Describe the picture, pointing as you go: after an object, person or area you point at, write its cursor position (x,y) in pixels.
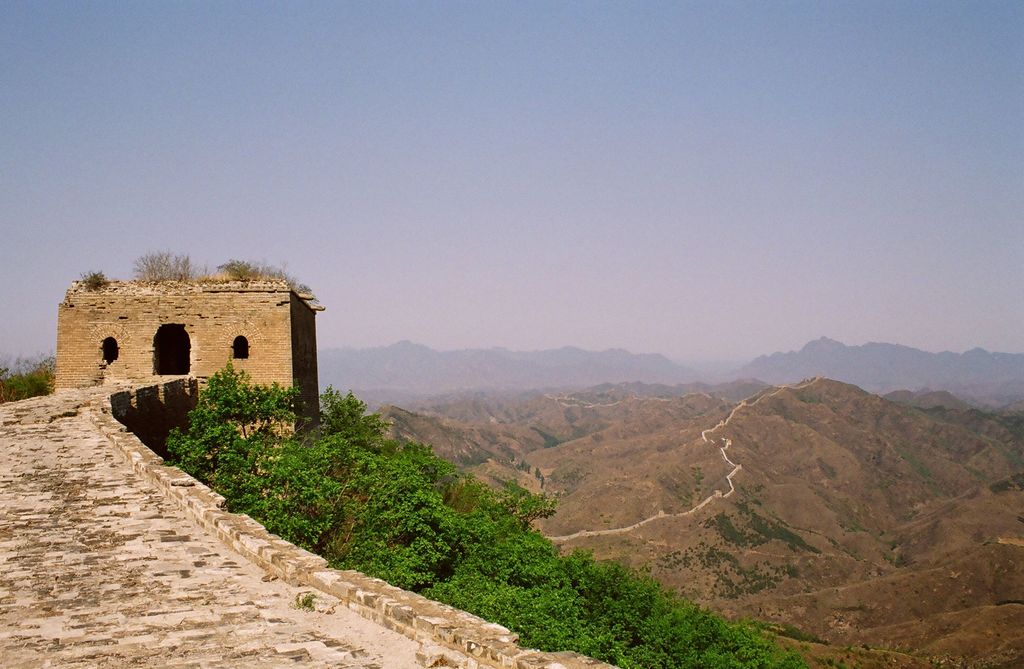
On the left side of the image (166,336) we can see a fort (179,334) and there is a walkway (179,538). In the background (53,360) there are trees (53,360), hills (558,403) and sky (554,217).
